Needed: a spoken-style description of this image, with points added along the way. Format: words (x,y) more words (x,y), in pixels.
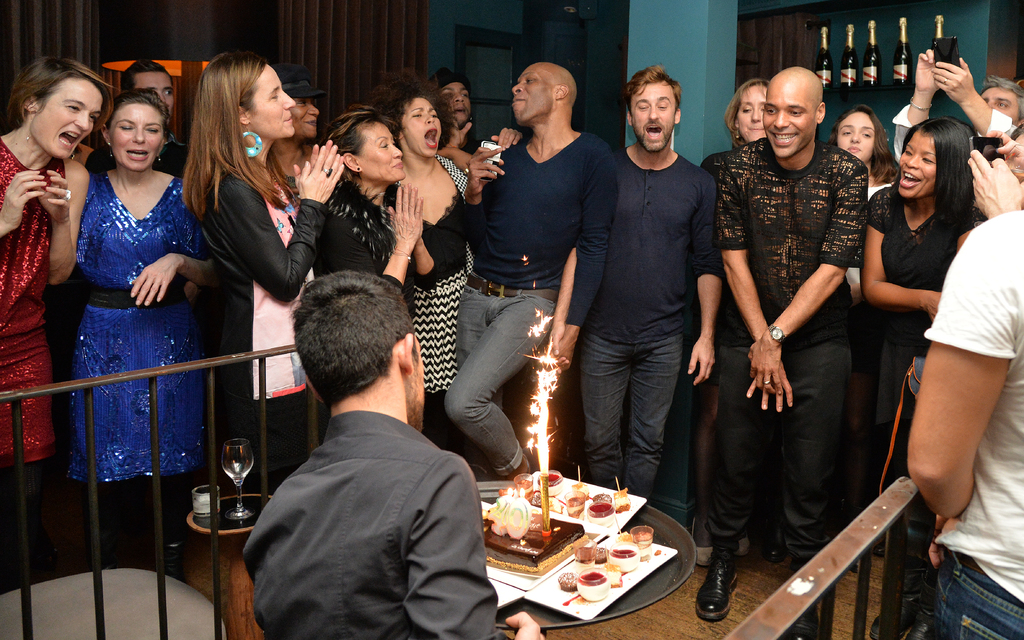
In this image we can see this person (366,530) wearing black shirt (375,492) is sitting in front of the table (683,569) where the cake (499,545) and few more things (618,578) are kept on it. Here we can see the steel railing (25,523), these people (216,173) are standing on the wooden floor (682,610). In the background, we can see the glass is kept on the table (238,540) and we can see the pillar (682,40) and bottles (877,61) kept on the shelf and we can see the curtains (292,35).
